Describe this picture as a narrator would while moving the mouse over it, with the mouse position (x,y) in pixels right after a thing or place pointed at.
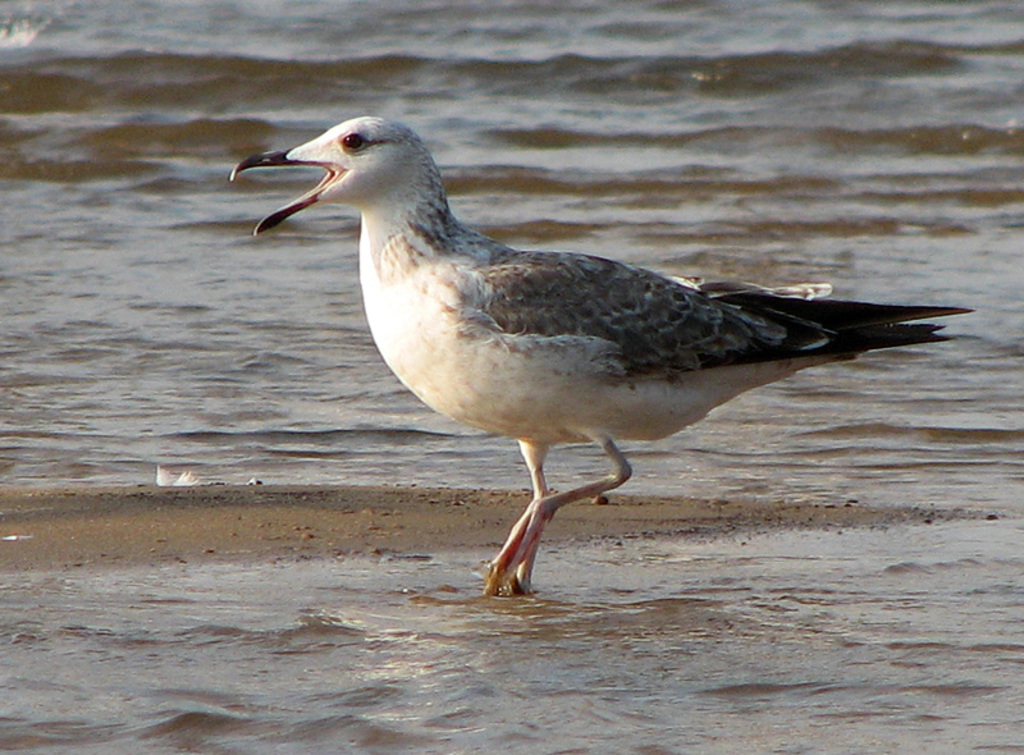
In the picture I can see bird (459,298) standing on the water (531,601), side we can see some water (293,728).
